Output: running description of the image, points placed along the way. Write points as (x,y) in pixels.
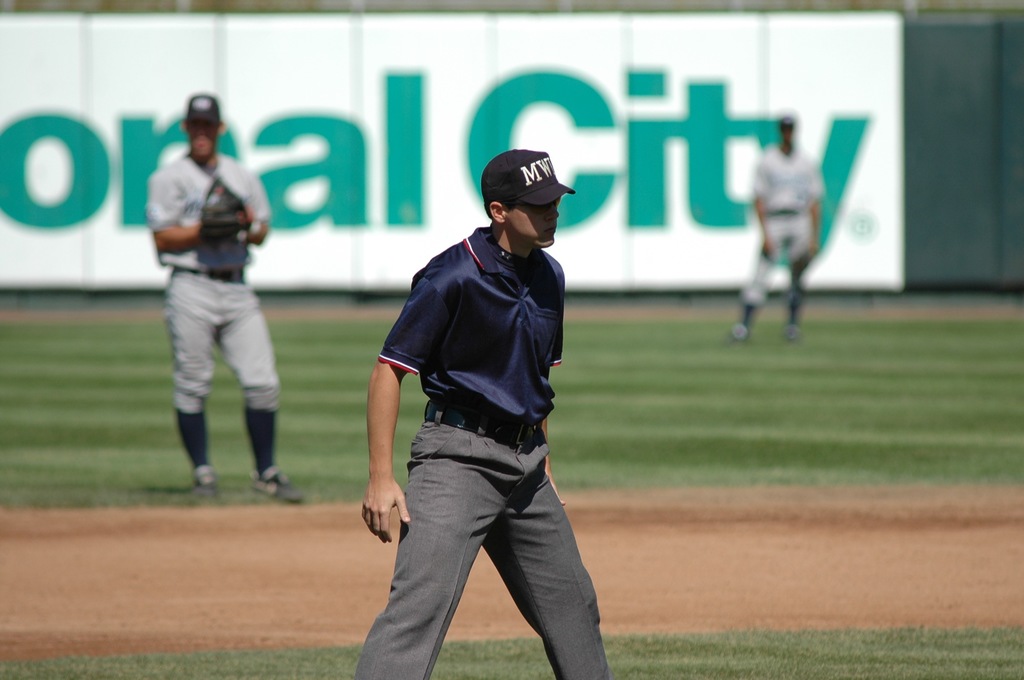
This is a playing ground (699,339). In this image I can see three men (523,319) wearing sports dresses (437,334), caps (202,119) on their heads (210,135) and standing. On the ground (680,523), I can see the grass (742,432). In the background (628,125) there is a white color board (475,96) on which I can see some text (331,122).
